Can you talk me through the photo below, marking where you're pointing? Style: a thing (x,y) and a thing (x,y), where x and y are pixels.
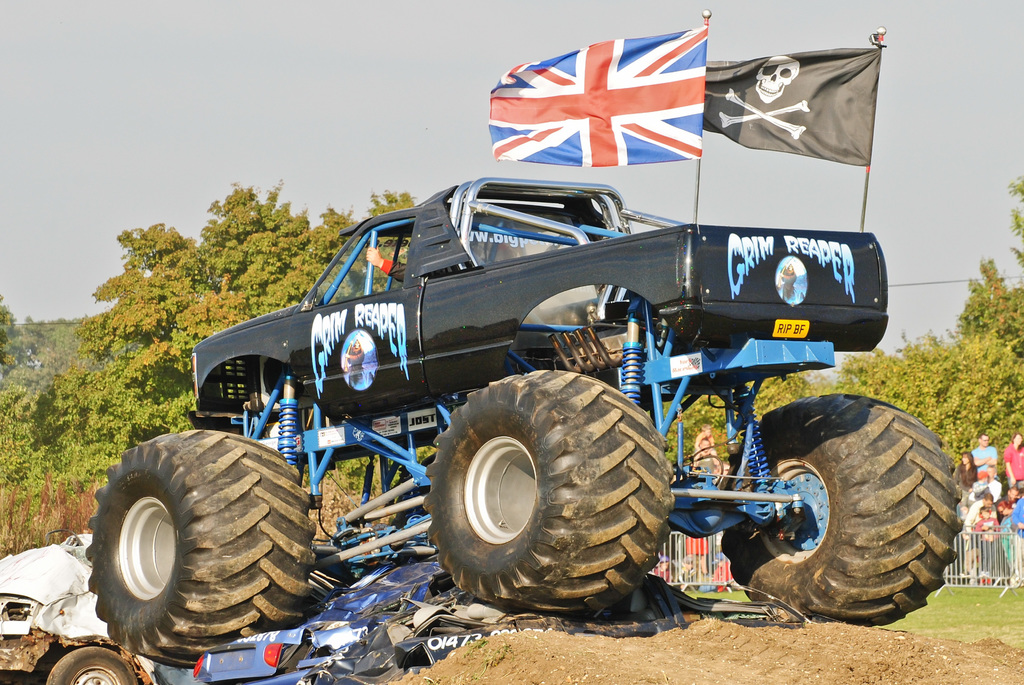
In the image there is a truck (380,337), it has huge wheels (584,495) and the wheels (191,573) are crushing some other vehicles (205,673), behind the truck (672,315) there are a lot of trees (127,355) and in front of those trees (983,355) there is a crowd (990,470) standing behind a fencing (950,553).
